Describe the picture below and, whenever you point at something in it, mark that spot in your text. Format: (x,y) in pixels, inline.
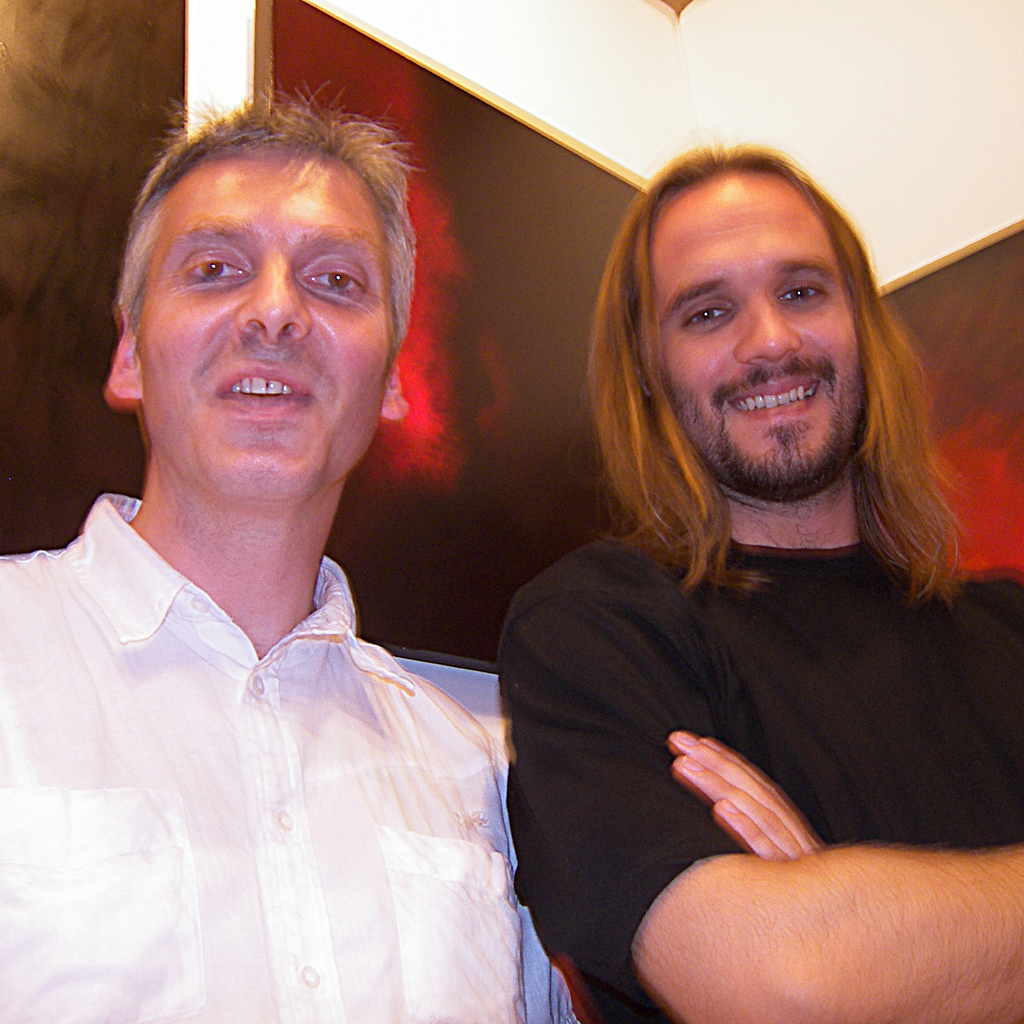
In the left side (264,790) a man (217,706) is there, he wore a white color shirt (282,808). In the right side (809,894) there is another man (783,727) holding his hands (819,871), he wore a black color t-shirt (842,683), he is smiling.
